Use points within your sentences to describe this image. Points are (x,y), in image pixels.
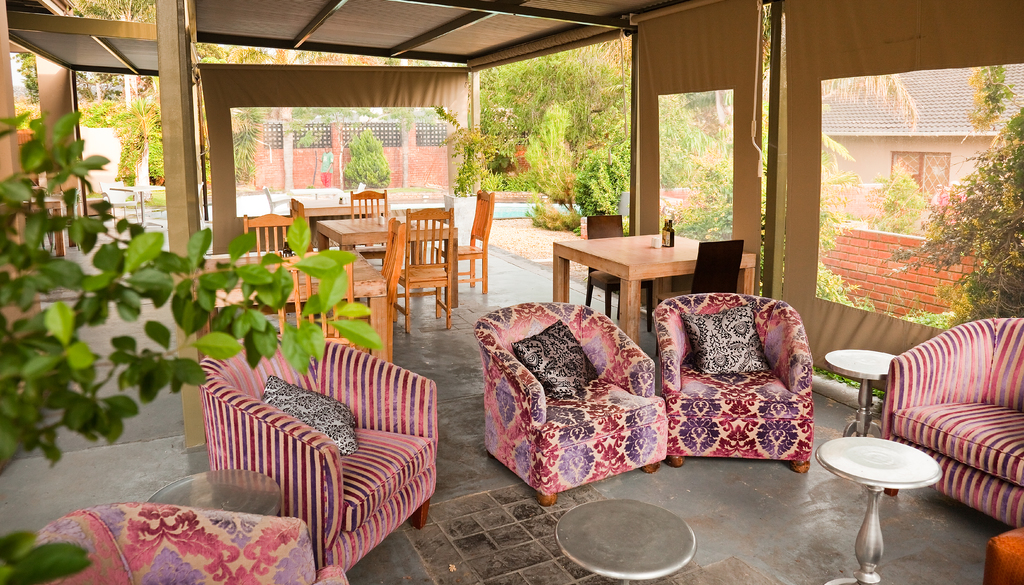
On the background (399,161) we can see wall (396,168) with bricks (436,165). Here we can see a house (942,180) with window (922,189). Here we can see a person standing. Near to the house (931,174) we can see trees (507,75) and plants (547,105). Here we can see empty chairs (662,414) with pillows (747,362) and table (646,543). Here we can see wooden chairs (441,239) and tables (640,256).
